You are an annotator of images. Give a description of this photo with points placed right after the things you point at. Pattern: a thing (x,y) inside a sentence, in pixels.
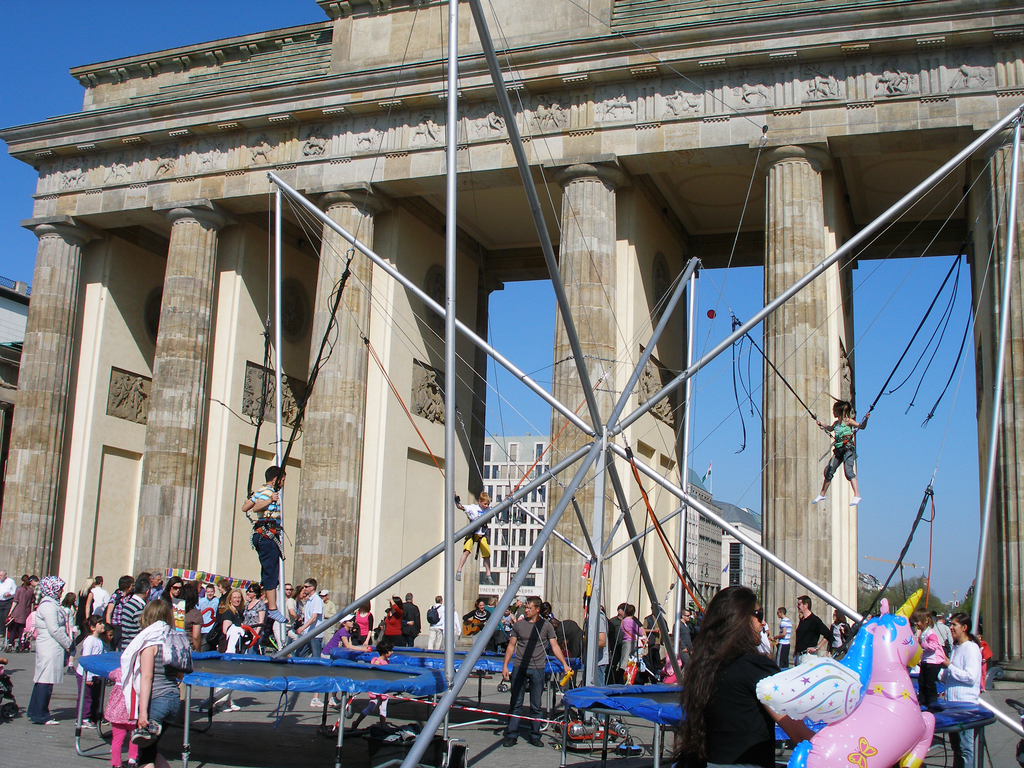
In the picture we can see a historical construction (793,526) and near to it we can see many people (17,631) are standing and behind the construction (136,163) we can see a building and the sky (962,545).
